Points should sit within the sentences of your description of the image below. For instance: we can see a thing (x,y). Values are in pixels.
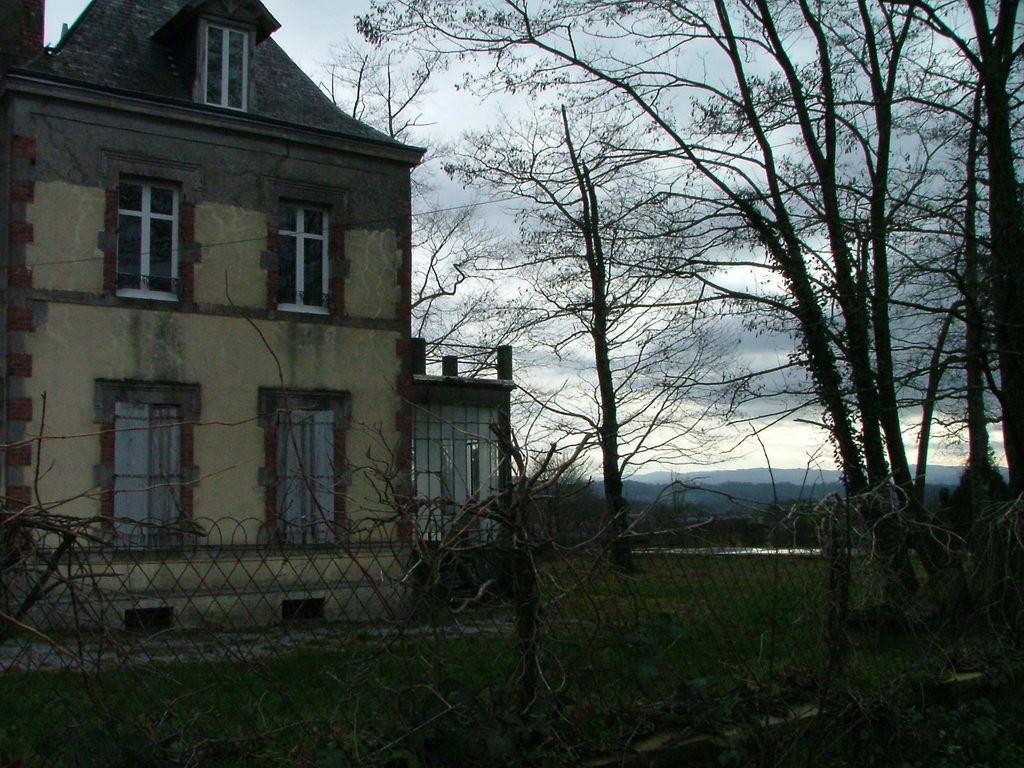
In this image we can see sky (764,179) with clouds (462,99), trees (673,337), hills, building (208,372), ground (731,610), creepers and fence (496,608).
